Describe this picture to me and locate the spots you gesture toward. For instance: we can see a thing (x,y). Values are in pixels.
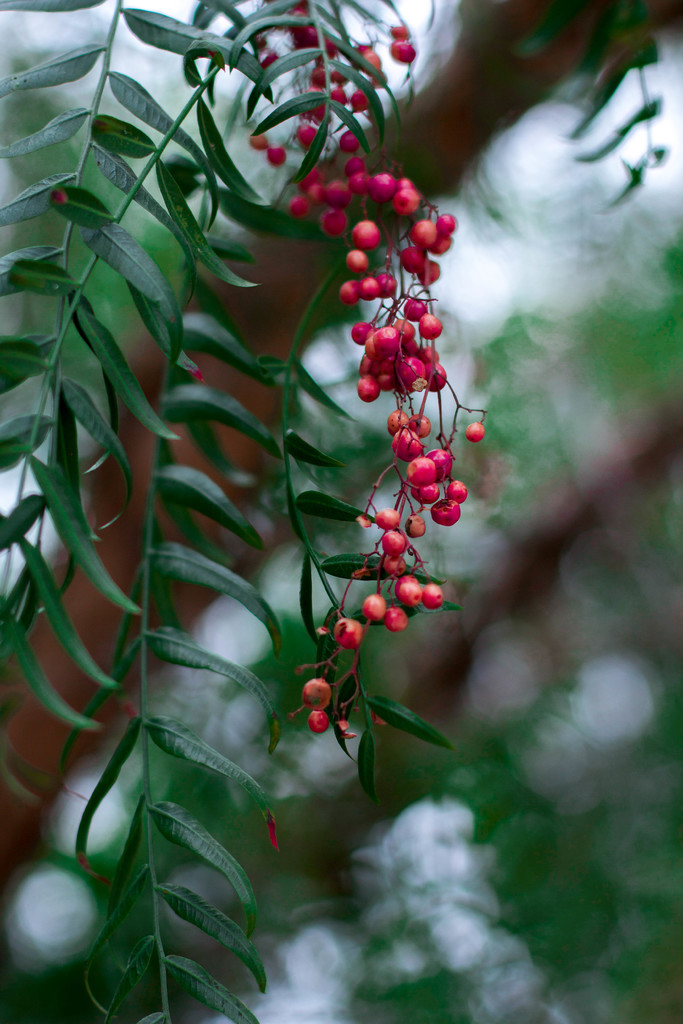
In this image I can see few fruits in red color. In the background (107,742) I can see few trees (150,460) in green color and the sky (376,37) is in white color.
